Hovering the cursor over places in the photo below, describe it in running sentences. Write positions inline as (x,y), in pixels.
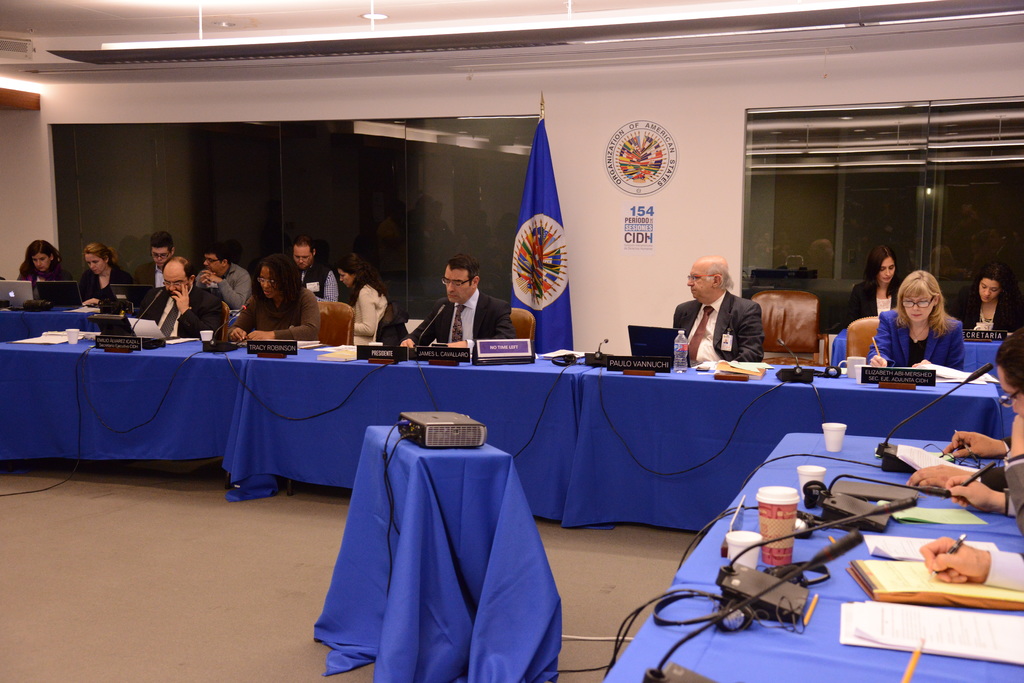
This image consists of many people (466,265) sitting in the chairs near the tables (512,392). The tables (570,476) are covered with blue clothes (551,420). On which, we can see the mics (754,610), books (919,604), and name boards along with laptops (14,300). At the bottom (192,606), there is a floor (225,646). In the background (537,199), it looks like a flag (542,199). At the top (401,26), there is a roof (428,54).
